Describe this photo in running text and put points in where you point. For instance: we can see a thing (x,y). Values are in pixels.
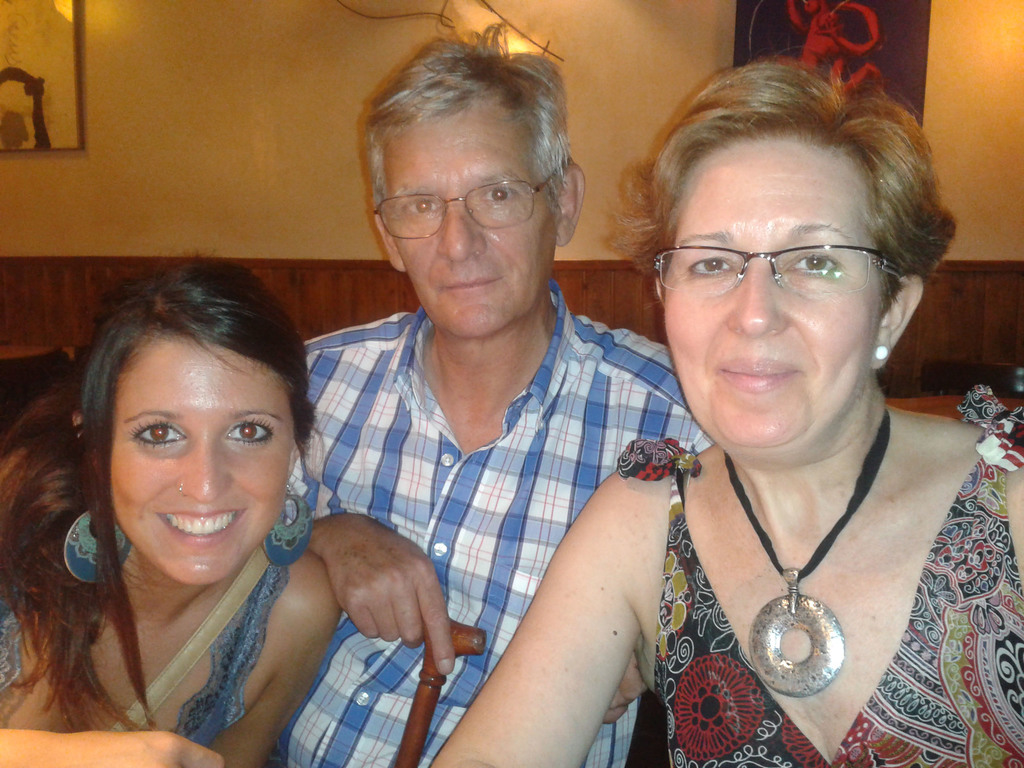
In this image we can see three persons (452,457). The middle person (451,520) is holding a stick (456,637) and a strap (220,611) is visible on the left side of the person (226,525). Behind the person (328,341) there is a wall (345,143) on which some photo frames (809,49) are visible.
